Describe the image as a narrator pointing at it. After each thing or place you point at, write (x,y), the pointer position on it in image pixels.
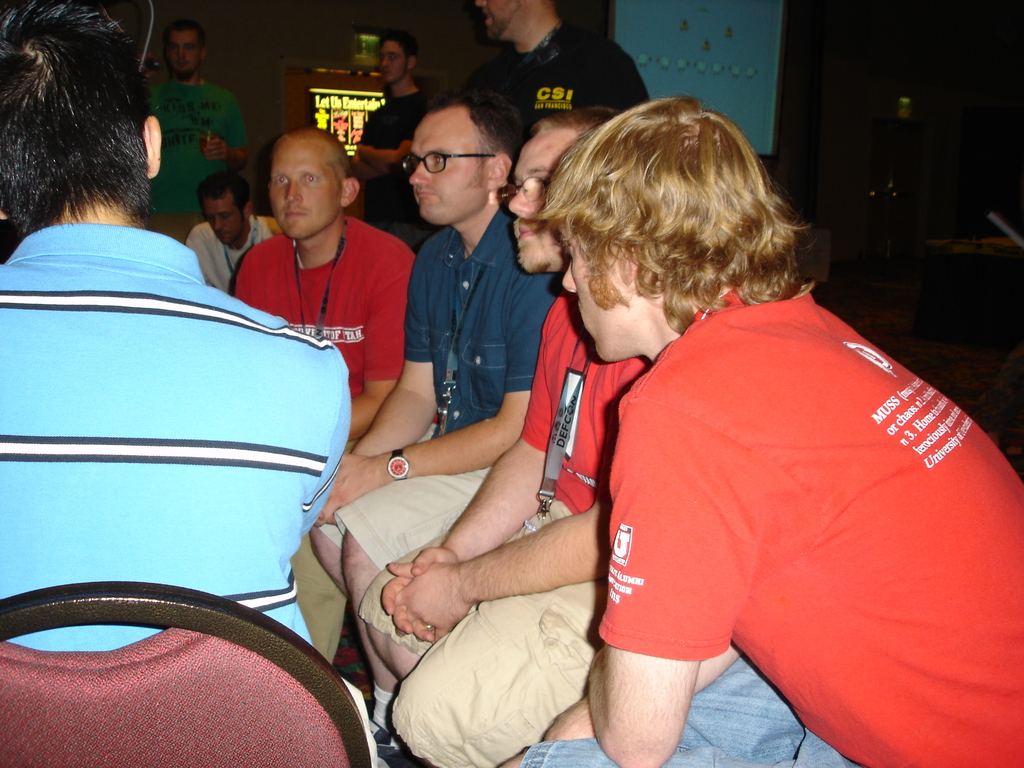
This picture is clicked inside the room (260,17). In the foreground (853,594) we can see the group of people (456,278) wearing t-shirts (619,376) and sitting and we can see the text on the t-shirts (374,358). On the left (59,118) there is a person (105,344) wearing t-shirt (125,473) and sitting on the chair (286,716). In the background (818,87) we can see the wall (835,125), table (944,263), group of people (587,79) standing on the ground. On the left (174,54) there is a person (178,109) wearing t-shirt (199,140), holding a glass of drink (208,149) and standing on the ground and we can see some other objects (366,52) in the background (317,103).
